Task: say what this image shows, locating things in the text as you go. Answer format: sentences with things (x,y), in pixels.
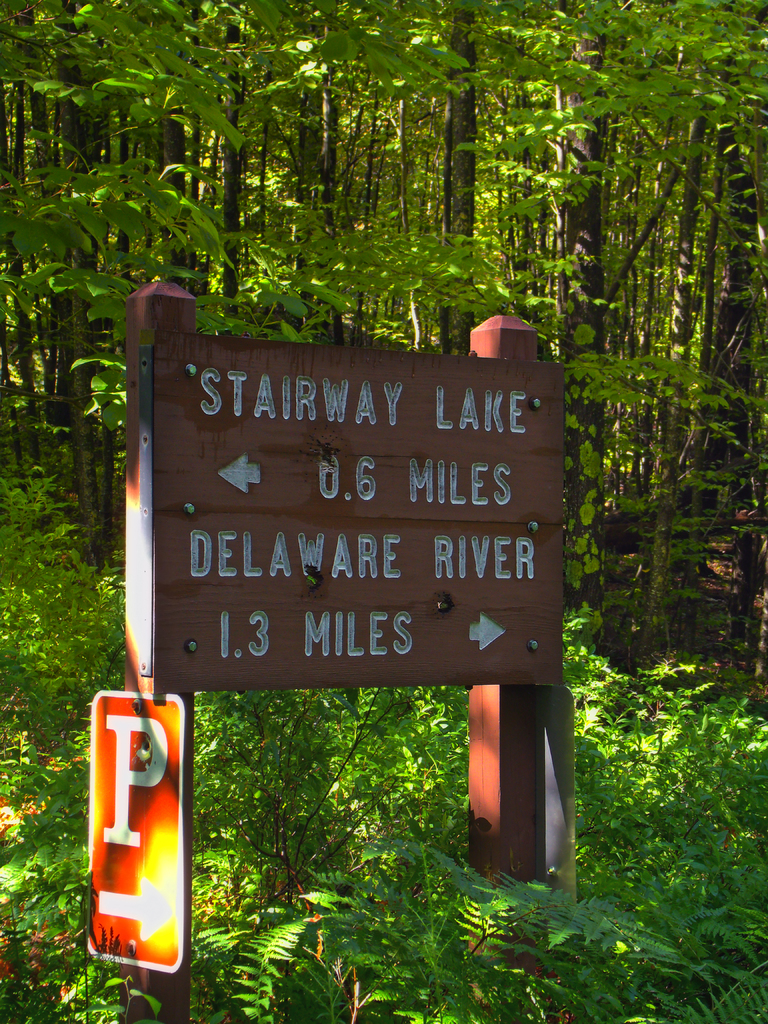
In this picture we can see sign boards (412,645), plants (632,834) and trees (287,132), we can see some text (343,500) on the board (404,460).
